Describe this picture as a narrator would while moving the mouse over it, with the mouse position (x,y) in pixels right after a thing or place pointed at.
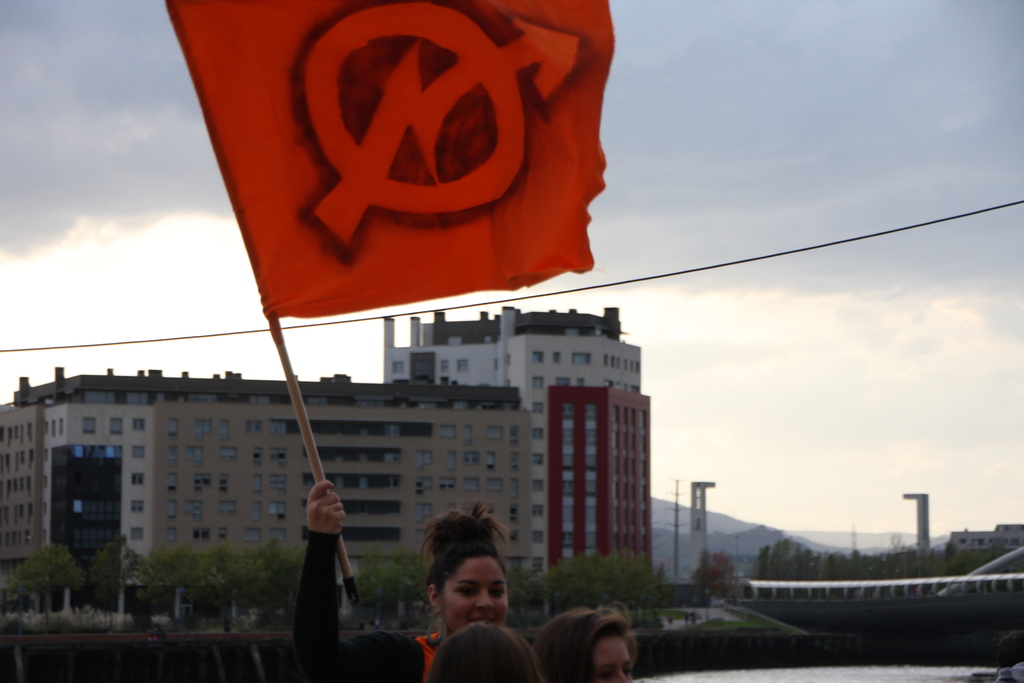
In this image at the bottom (420,651) there are three person (470,529), one woman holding a flag (459,241), behind it there is an object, in the middle (483,347) there are buildings (539,459), trees (413,603), poles (693,525), visible, at the top (608,205) there is the sky (709,214).
